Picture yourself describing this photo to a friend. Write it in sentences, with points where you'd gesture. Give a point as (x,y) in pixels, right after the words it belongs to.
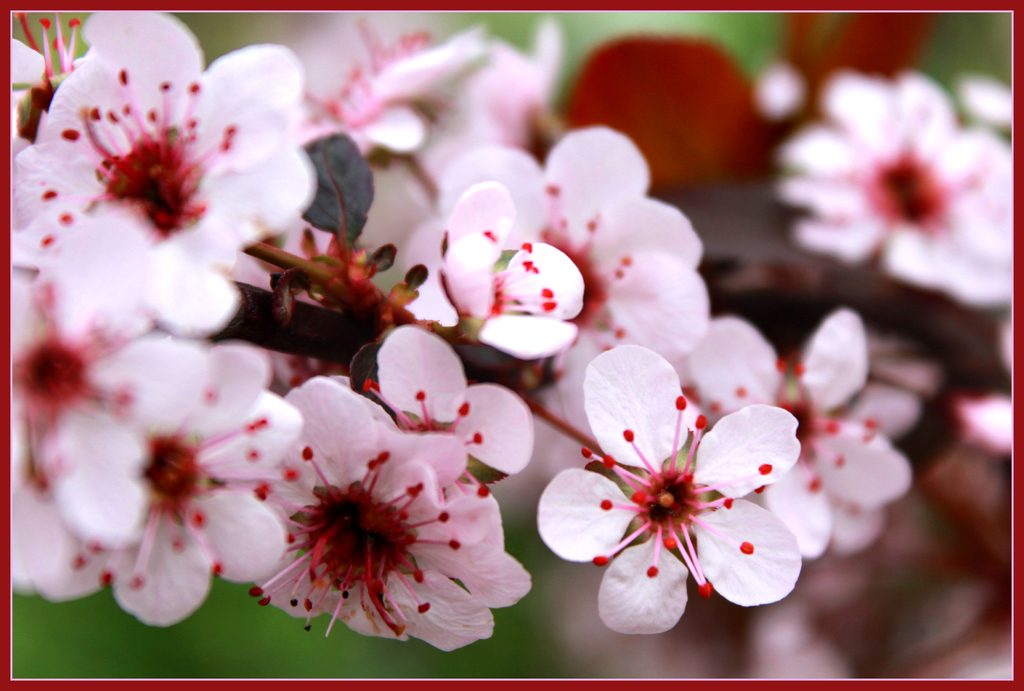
In the image we can see some flowers (580,226).
